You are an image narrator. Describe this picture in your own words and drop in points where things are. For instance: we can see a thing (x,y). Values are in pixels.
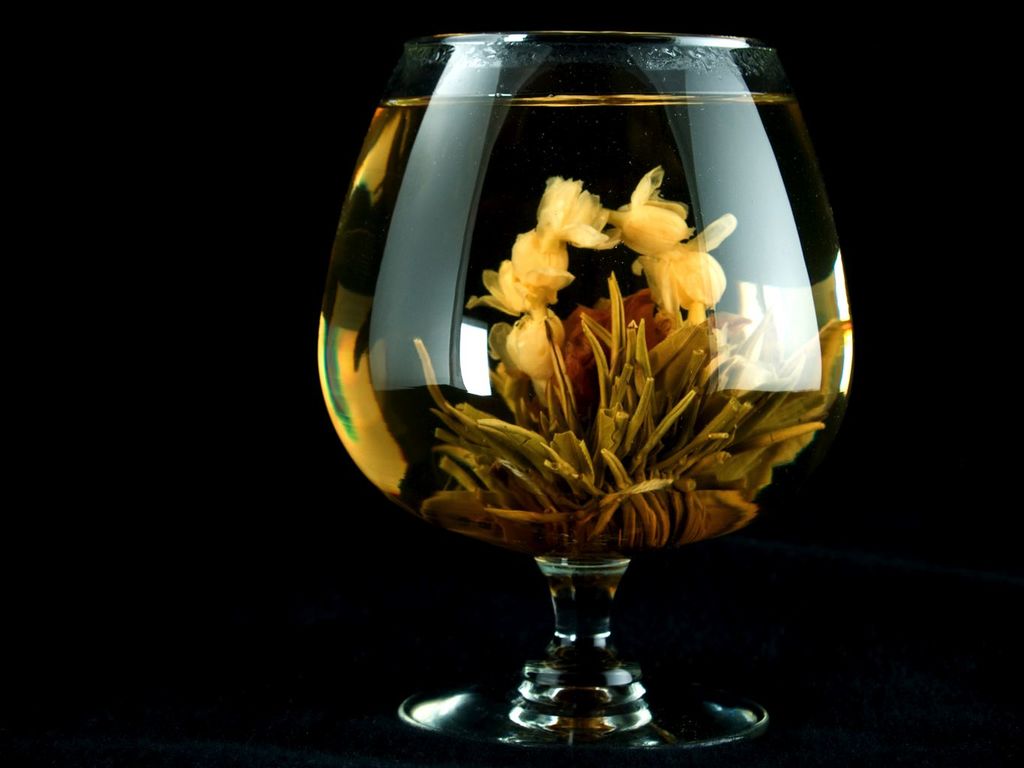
In this picture I can see a glass (616,724) in front (462,327) and I see few things (588,329) in the glass (502,238) which are of yellow and brown in color and I see that it is dark in the background (915,183).
